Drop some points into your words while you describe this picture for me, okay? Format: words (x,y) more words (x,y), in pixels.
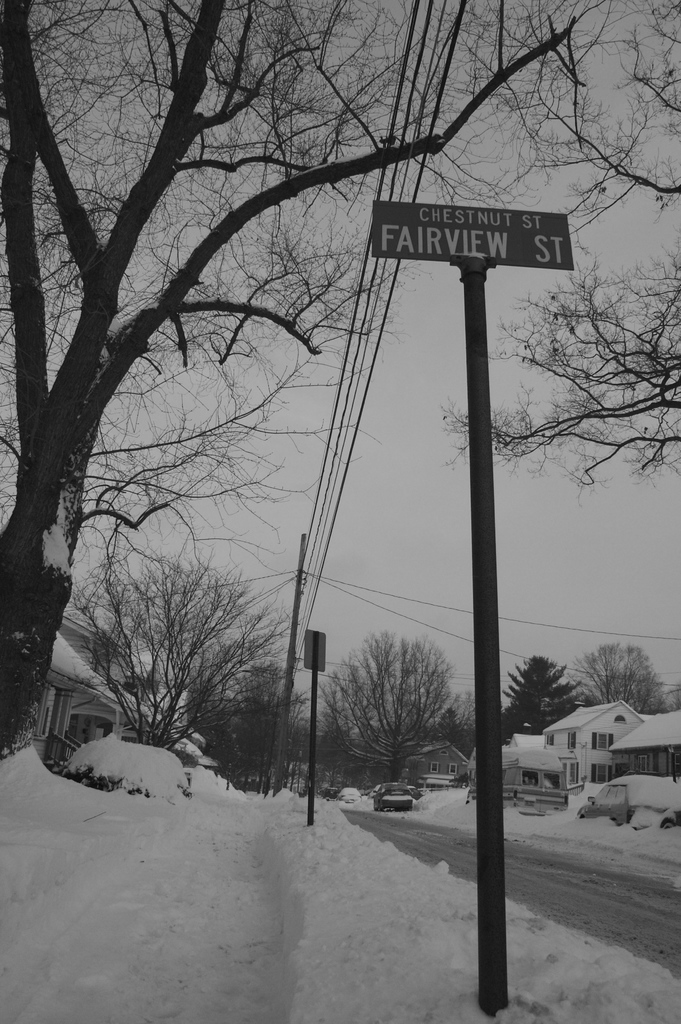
In this picture I can see the snow (284,864) on an open ground (371,823) and I can see number of trees (33,611) and wires (356,342) on the poles (295,628). In the background (43,714) I can see the buildings (52,718) and I can see few cars (374,791). I can also see the sky (377,560). On the top of this picture (456,244) I can see a board (384,210) on which there is something written.
